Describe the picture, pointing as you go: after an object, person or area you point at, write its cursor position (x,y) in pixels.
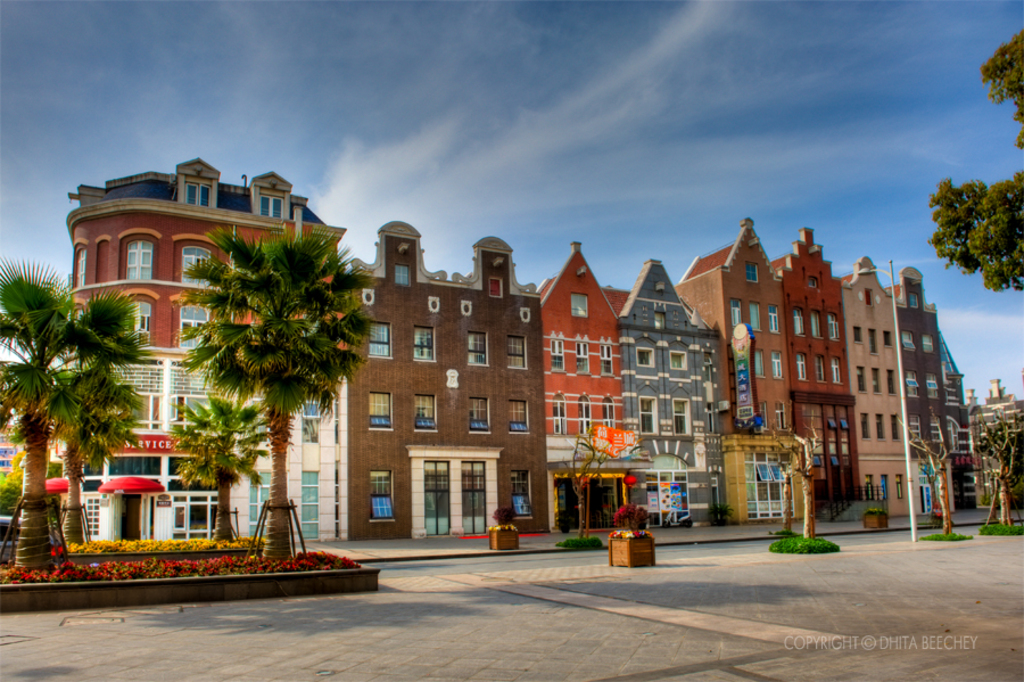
In this image we can see the buildings (712,397) and windows (882,480). We can see the surrounding trees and plants (632,527) in wooden boxes (637,549). We can see a watermark (925,642) in the bottom right hand corner (937,646). At the top (921,136) we can see the sky (248,150).
